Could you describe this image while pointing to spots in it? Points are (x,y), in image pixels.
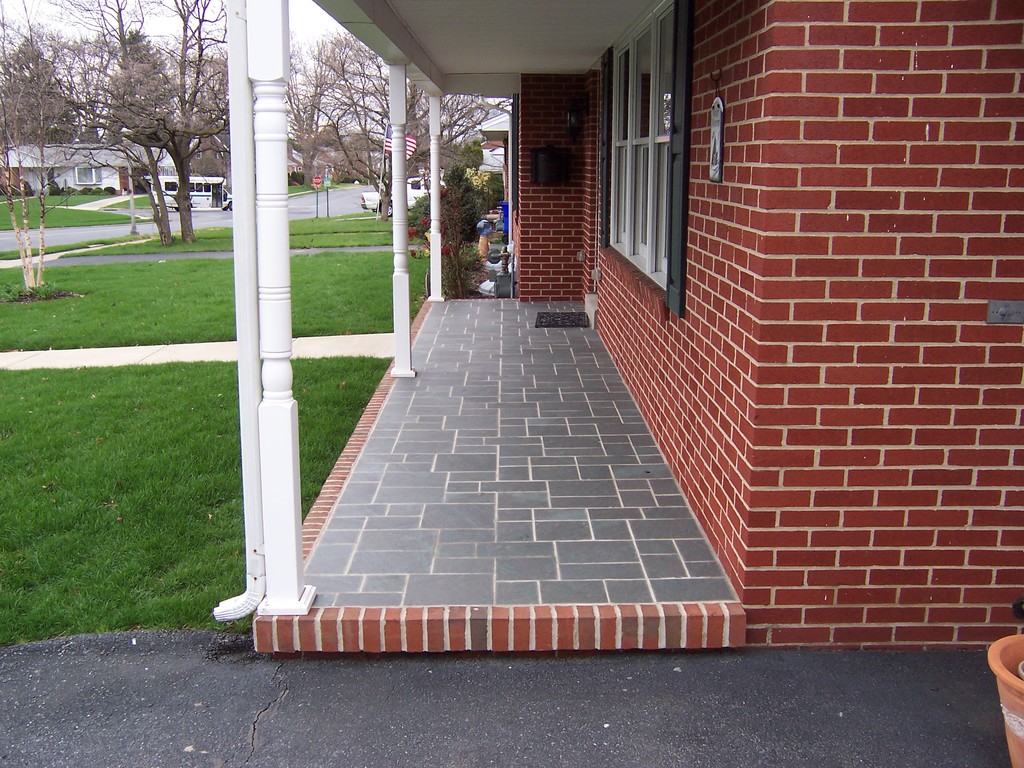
In this image there is a building (923,475) with windows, in front of that there is a grass field (237,544), trees (373,105) and buildings (223,158).
